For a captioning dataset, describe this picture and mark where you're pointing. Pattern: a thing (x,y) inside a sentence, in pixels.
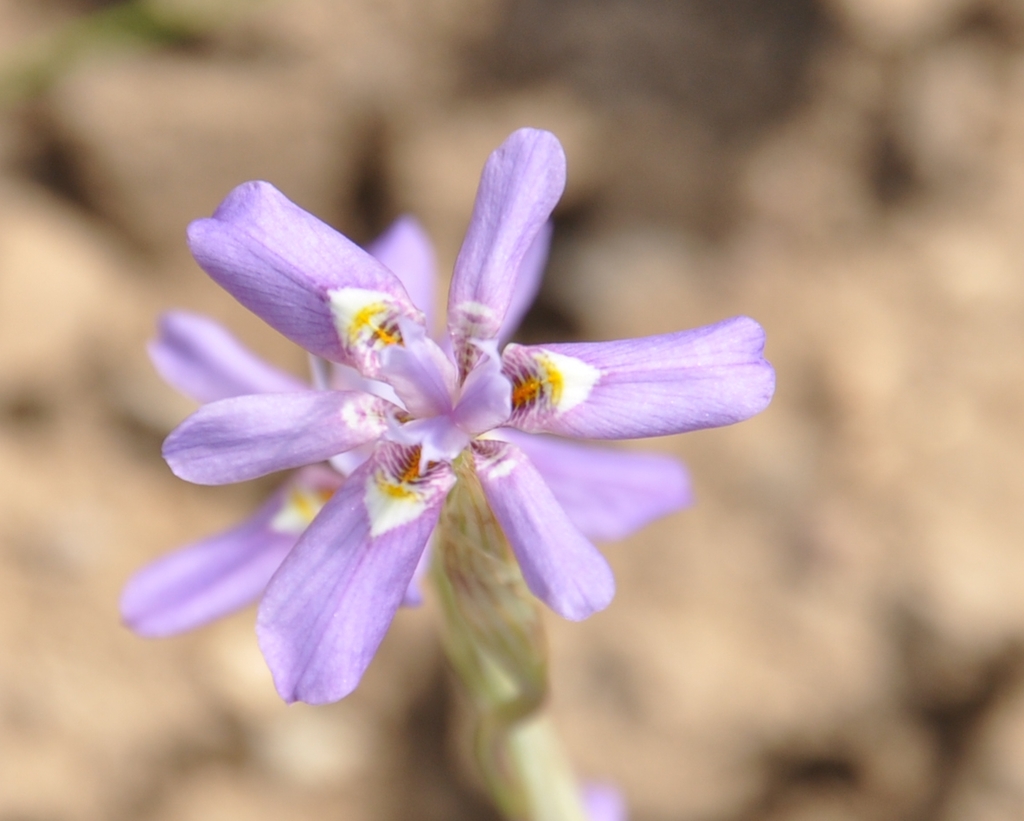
In this image we can see some flowers (438,460).
